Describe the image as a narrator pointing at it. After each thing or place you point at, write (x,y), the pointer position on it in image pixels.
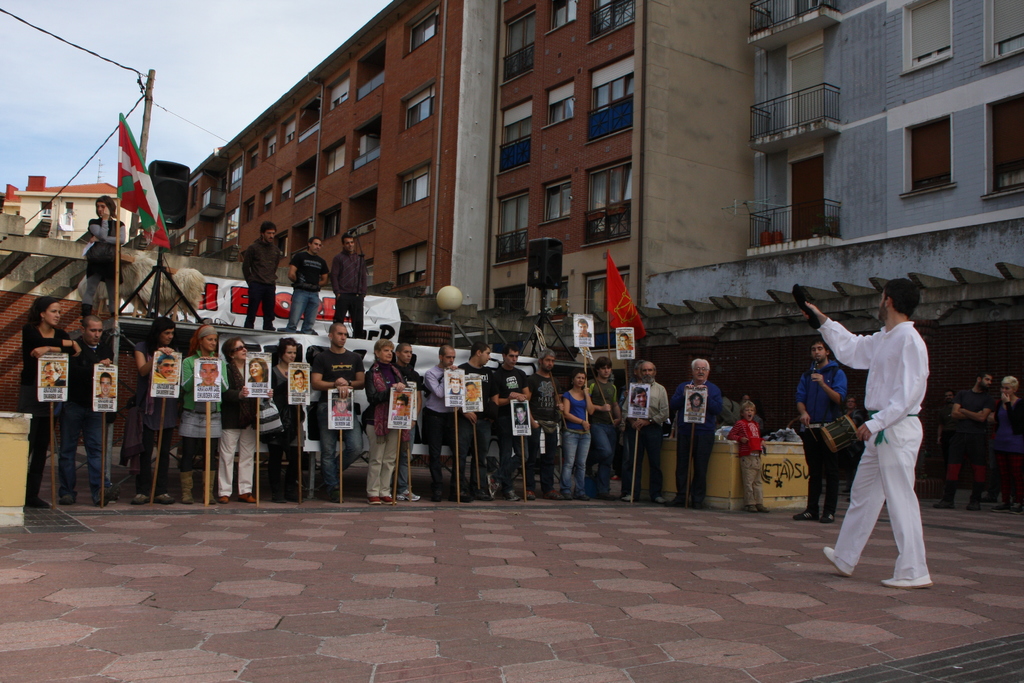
In this picture we can see a group of people (349,374) standing on the ground (587,542) where some are holding banners (529,404) with their hands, flags (123,155), buildings (1001,98) with windows (597,214) and in the background (72,69) we can see sky (181,136).
